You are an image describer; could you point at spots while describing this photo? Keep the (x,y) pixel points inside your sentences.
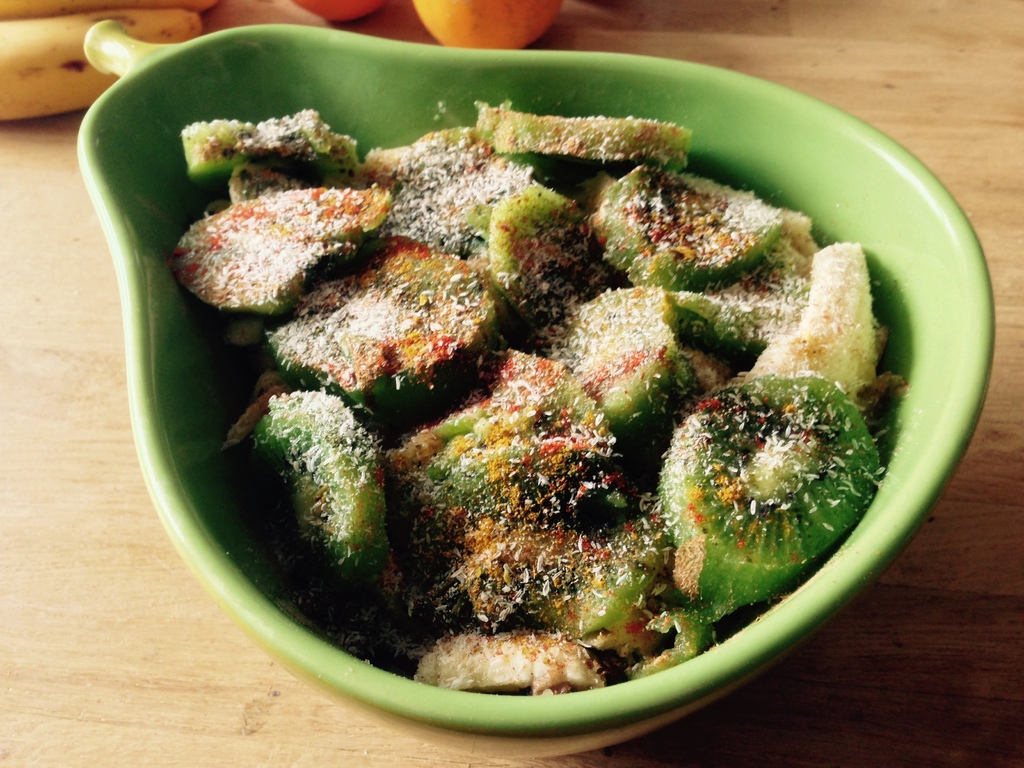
In this image in a bowl (885,258) there are some slices of fruits (582,495). On the table (53,160) there are bananas (32,57) and oranges (497,11).
